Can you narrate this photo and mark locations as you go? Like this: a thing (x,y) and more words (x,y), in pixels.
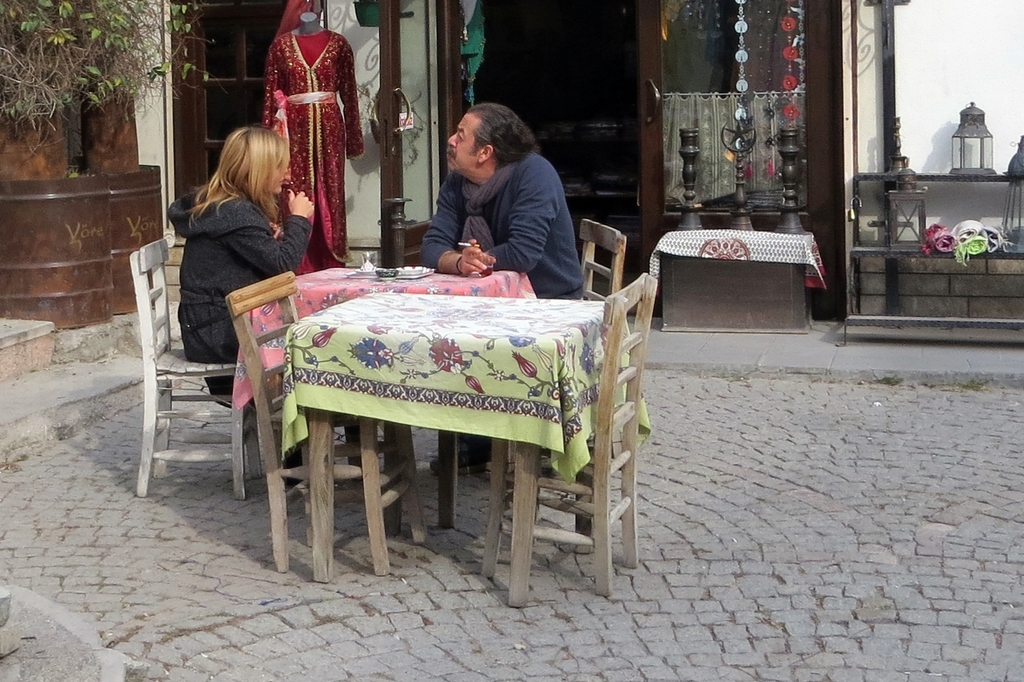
In the picture we can see a man (552,284) and a woman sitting on the chairs (153,260) near the table (535,432), background (127,86) we can see a dresses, plants (107,86), shop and a pole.
